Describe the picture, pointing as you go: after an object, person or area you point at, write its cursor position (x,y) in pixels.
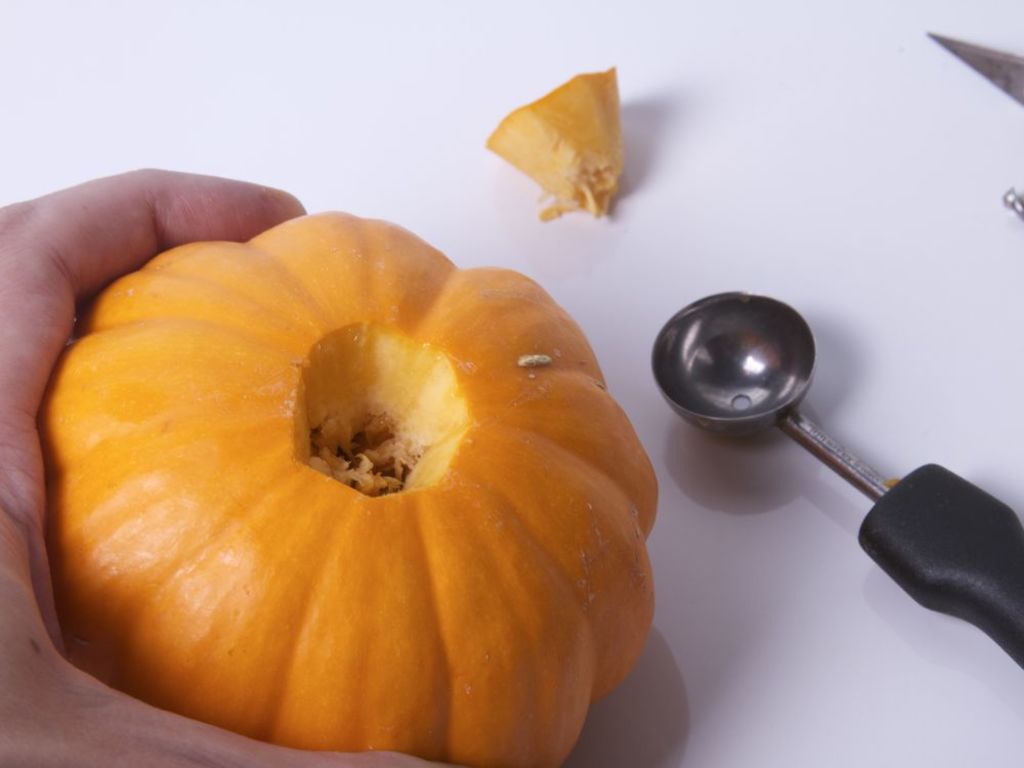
In this picture we can see a spoon (887,516), knife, a piece of pumpkin (595,154), a person's hand (44,702) and holding a pumpkin (399,360) on the surface (998,368).
